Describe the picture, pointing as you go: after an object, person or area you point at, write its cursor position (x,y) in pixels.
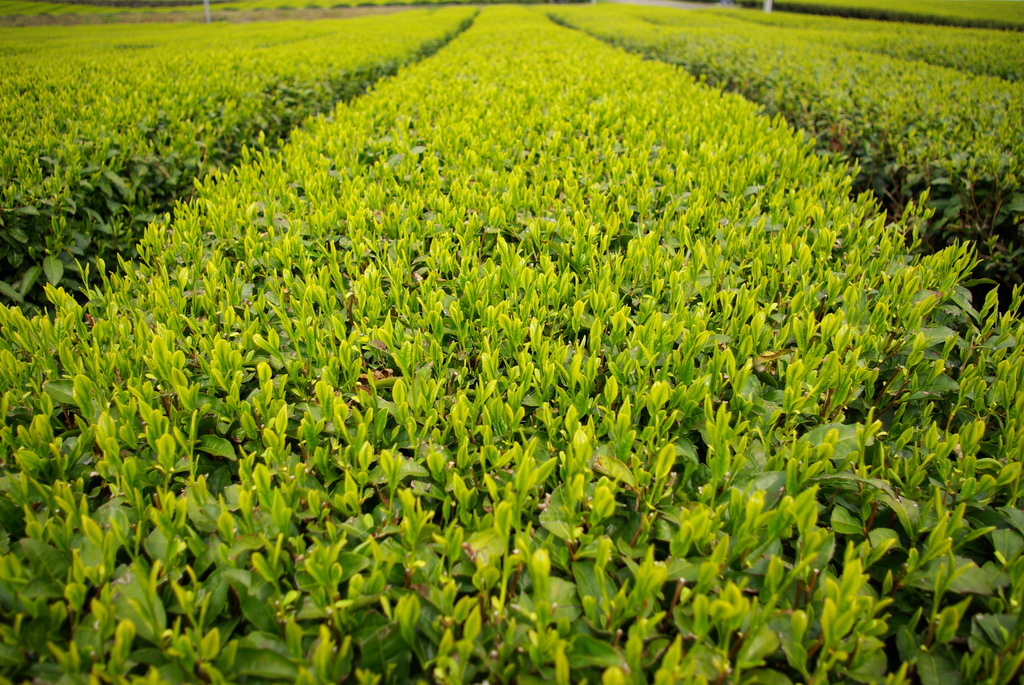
In this picture we can see a field (371,385) with green plants (781,259) everywhere.
